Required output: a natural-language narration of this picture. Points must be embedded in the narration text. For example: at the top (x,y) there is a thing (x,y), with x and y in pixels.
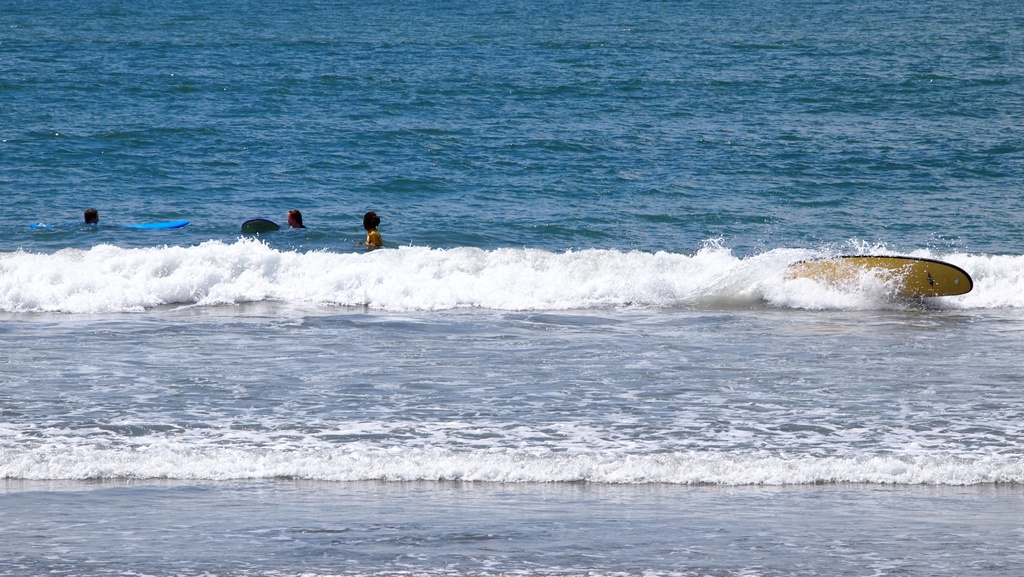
In this image, we can see some people (94,216) in the water (428,329) and a surfing board (921,288) is on the water (818,400).
